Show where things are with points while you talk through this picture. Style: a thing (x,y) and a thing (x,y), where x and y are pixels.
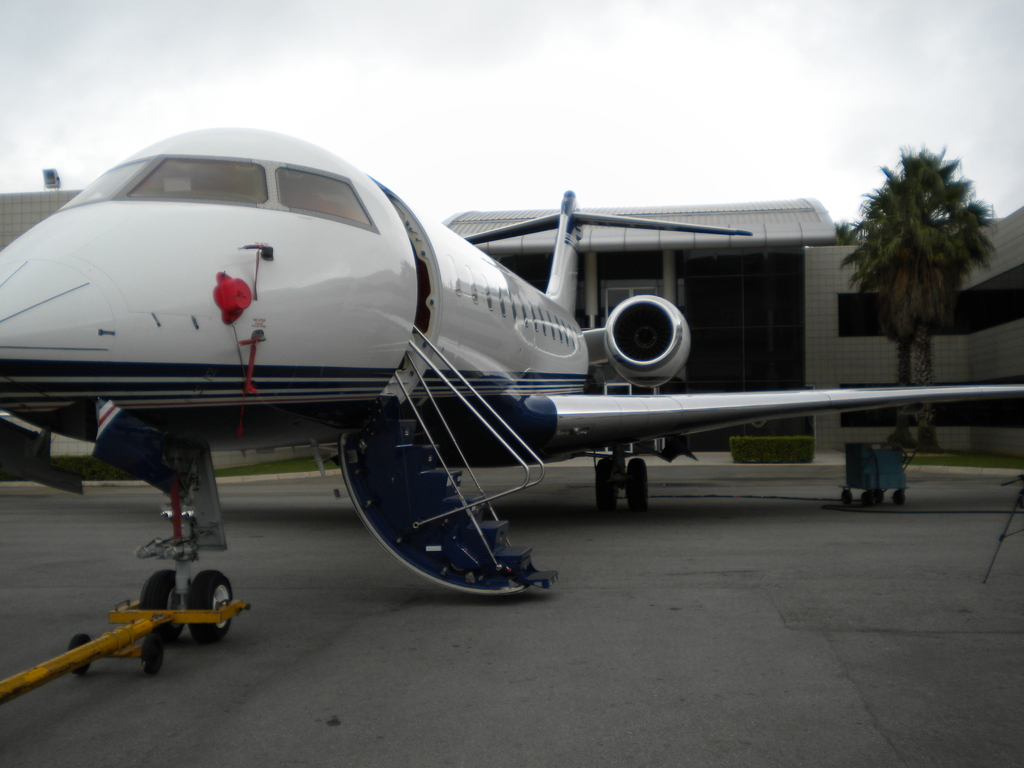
In this image there is an airplane (456,487) on the road (628,574). There are trees (921,326) on the grassland (907,461). Beside there are plants (759,446) on the floor (775,465). Background (996,431) there are buildings (47,208). Top of the image (659,106) there is sky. Right side (894,479) there is an object (853,459) on the road (855,663). There is a metal rod (184,621) attached to the tires (156,597) of the airplane (194,383).
